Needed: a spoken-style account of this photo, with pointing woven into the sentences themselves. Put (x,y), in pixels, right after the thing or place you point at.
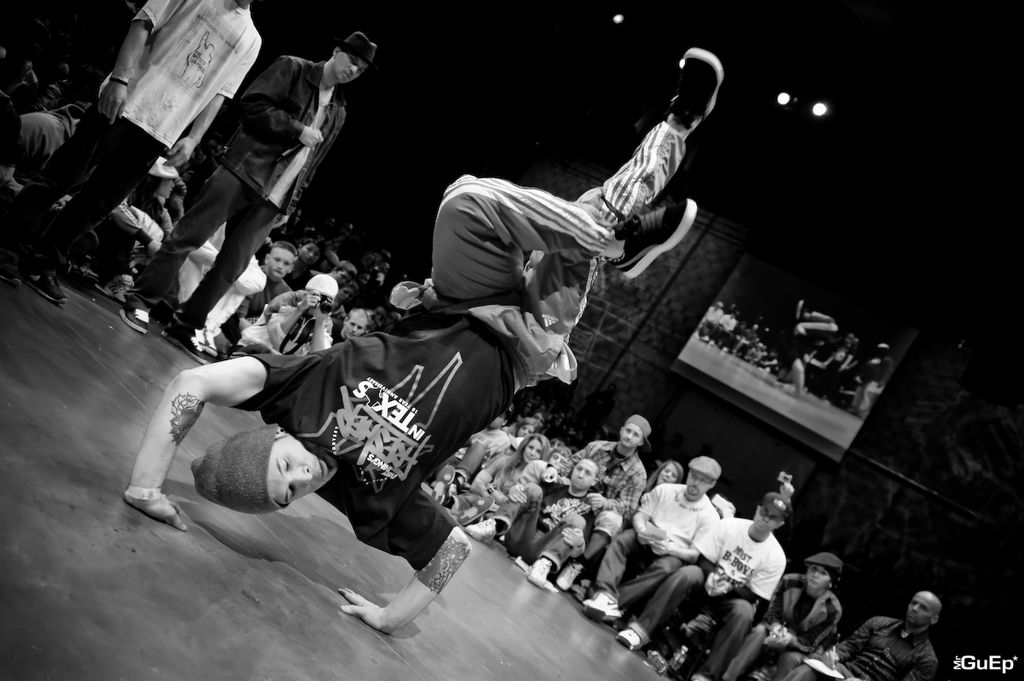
In this image we can see a person (372,413) wearing black color T-shirt (413,392), white color pant (556,234), black color shoes (651,209) doing gymnastics and in the background of the image (622,505) there are some persons (535,523) sitting and standing and there is a wall (672,372) to which some posters (773,369) are attached.
